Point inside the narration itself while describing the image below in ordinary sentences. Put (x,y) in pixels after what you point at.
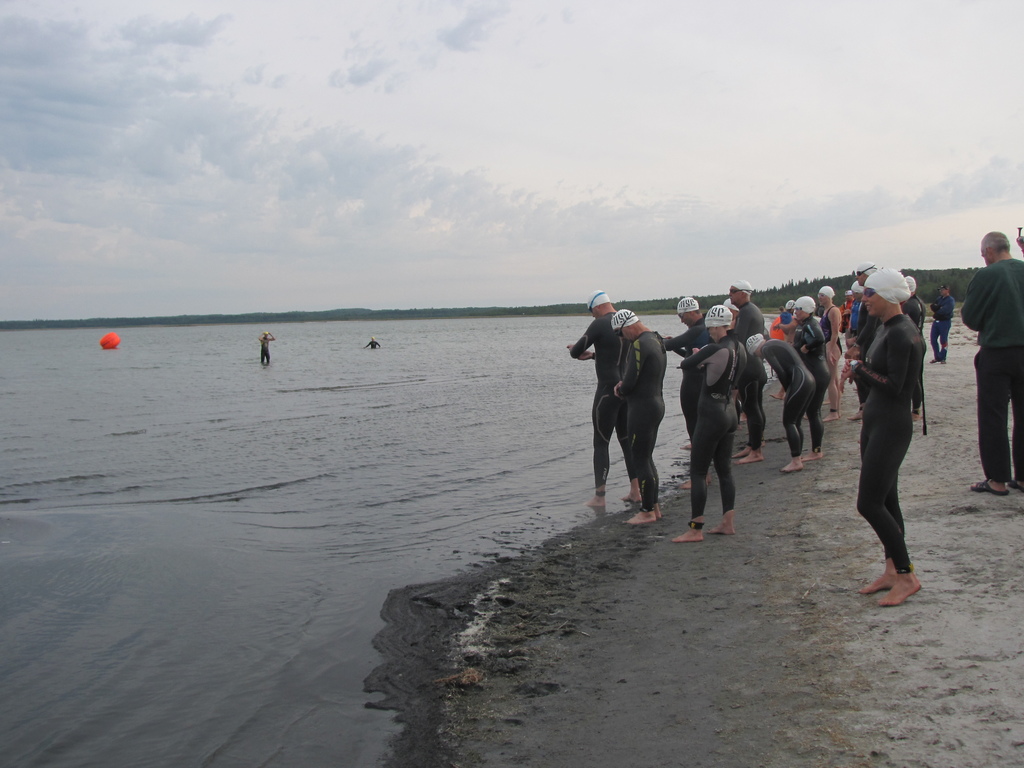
This picture consists of the lake (26,484) on the left side (281,352), on the lake (310,341) I can see two persons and red color object (103,337) and on the right side (875,302) I can see group of persons (791,421) standing in front of the lake (505,396), at the top (741,138) I can see the sky (700,138), in the middle (570,307) I can see the hill (926,282).
